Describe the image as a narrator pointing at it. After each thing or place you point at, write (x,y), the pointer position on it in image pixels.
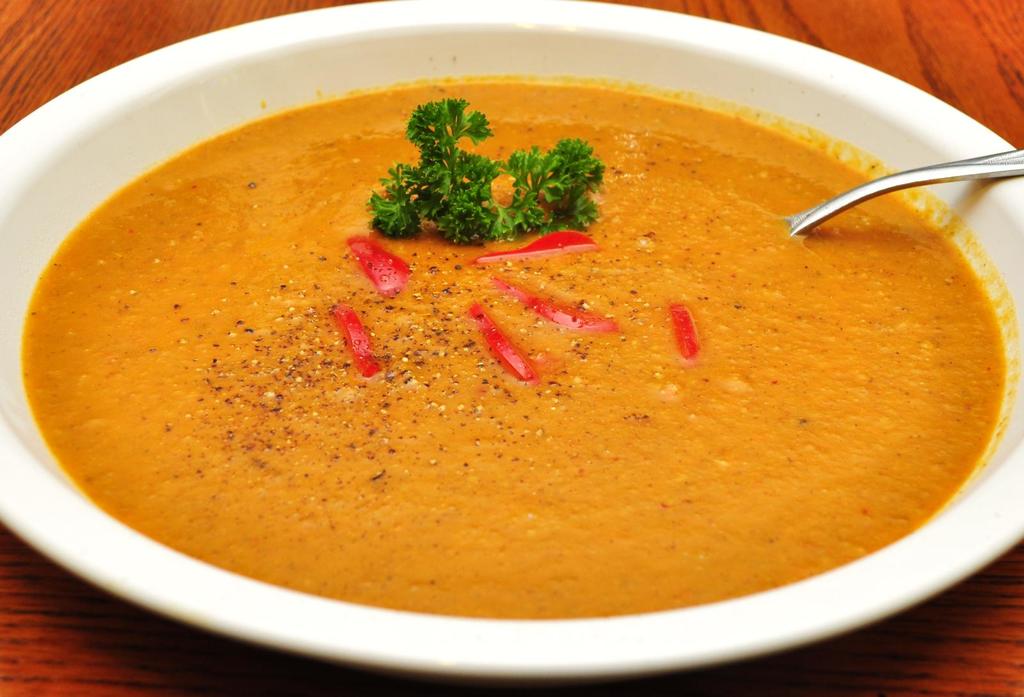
In this image I can see the bowl (174,118) with food (450,268). I can see the bowl (422,641) is in white color. The food (359,463) is in red, yellow and green color. I can also see the spoon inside the bowl (112,164). It is on the brown color surface (180,649).
